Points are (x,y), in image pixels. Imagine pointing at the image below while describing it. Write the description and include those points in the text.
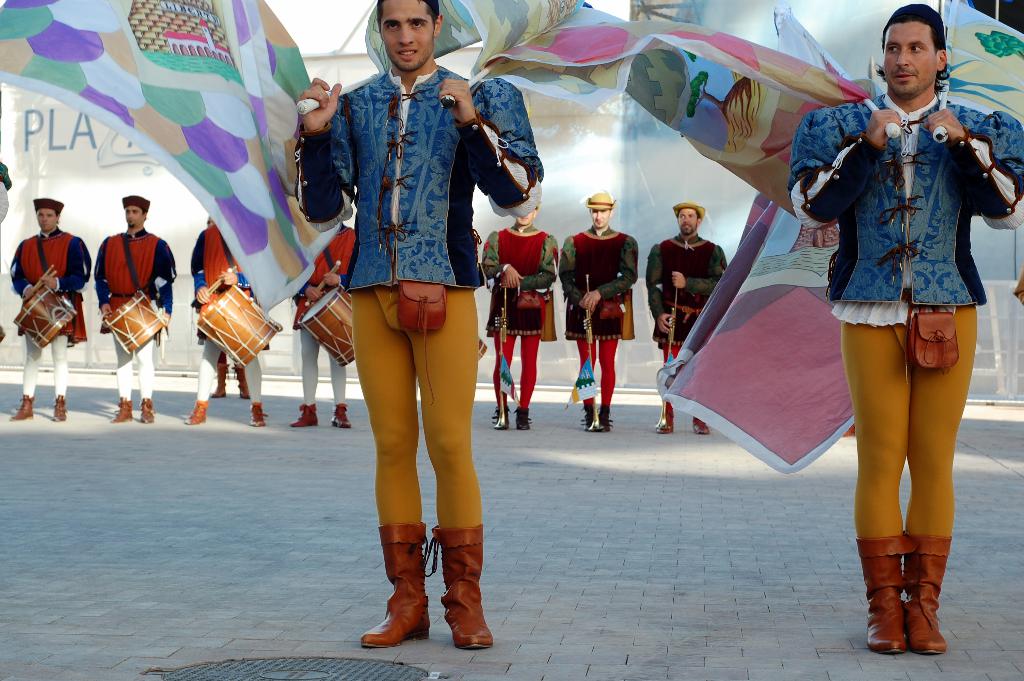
In this picture I can see two persons (1004,148) standing and holding kind of flags (455,36), and in the background (673,324) there are group of people (519,311) standing and holding musical instruments (320,308).
